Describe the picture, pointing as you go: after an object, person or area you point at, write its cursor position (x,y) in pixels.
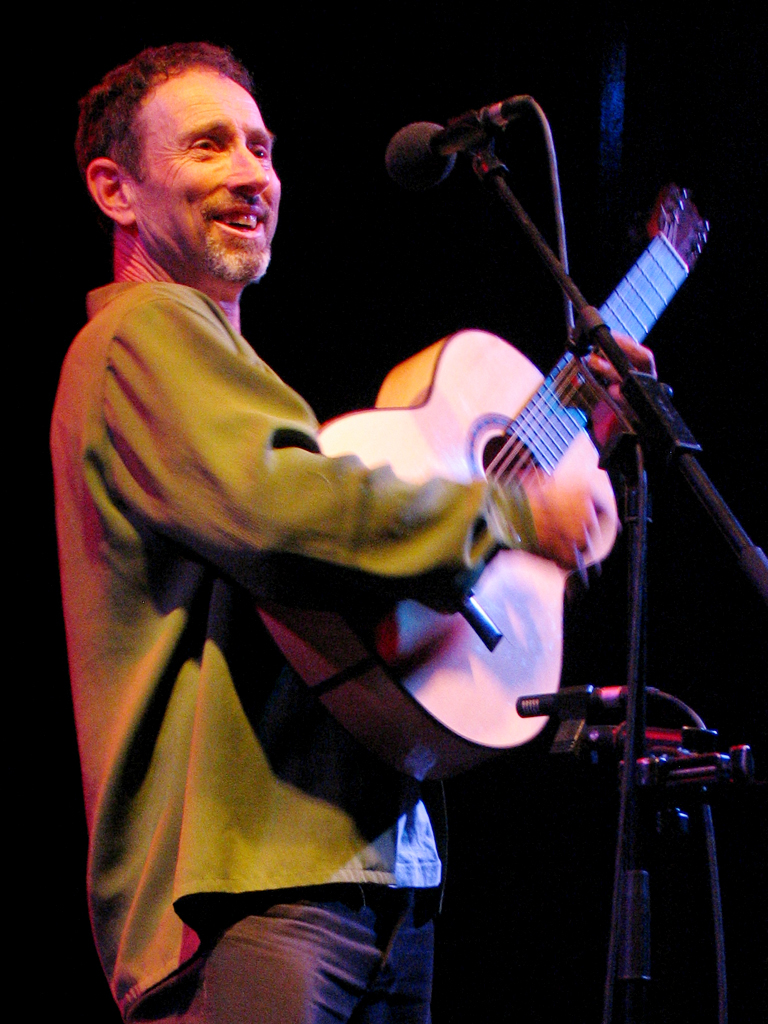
This picture shows a man (184,525) playing a guitar (646,256) in his hands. He is smiling. In front of him there is a mic (431,173) and a stand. In the background (410,233) there is dark.
